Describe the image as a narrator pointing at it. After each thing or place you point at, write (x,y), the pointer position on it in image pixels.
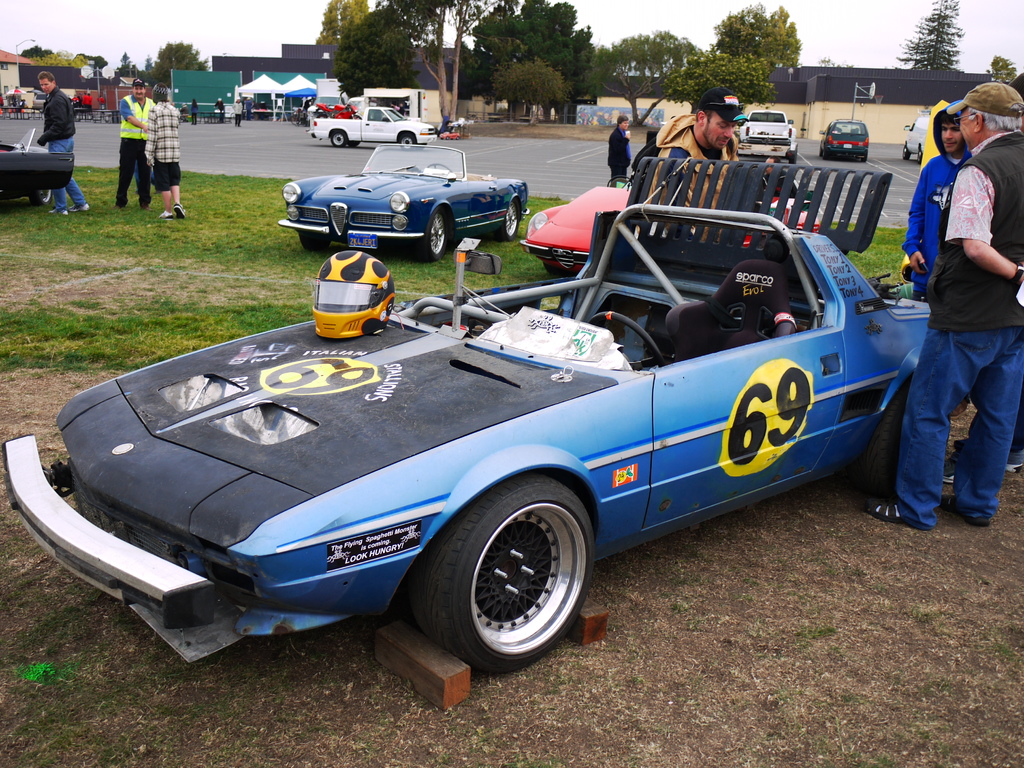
In this image I can see some cars (17,185) kept at ground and parked on the road (888,144) I can see some trees (348,24) at the top of the image (535,73). I can see some people (173,125) standing far behind. I can see some people (708,139) standing near the cars (752,138). I can see a helmet (390,278) on the car (322,472) in the center of the image (343,313).
